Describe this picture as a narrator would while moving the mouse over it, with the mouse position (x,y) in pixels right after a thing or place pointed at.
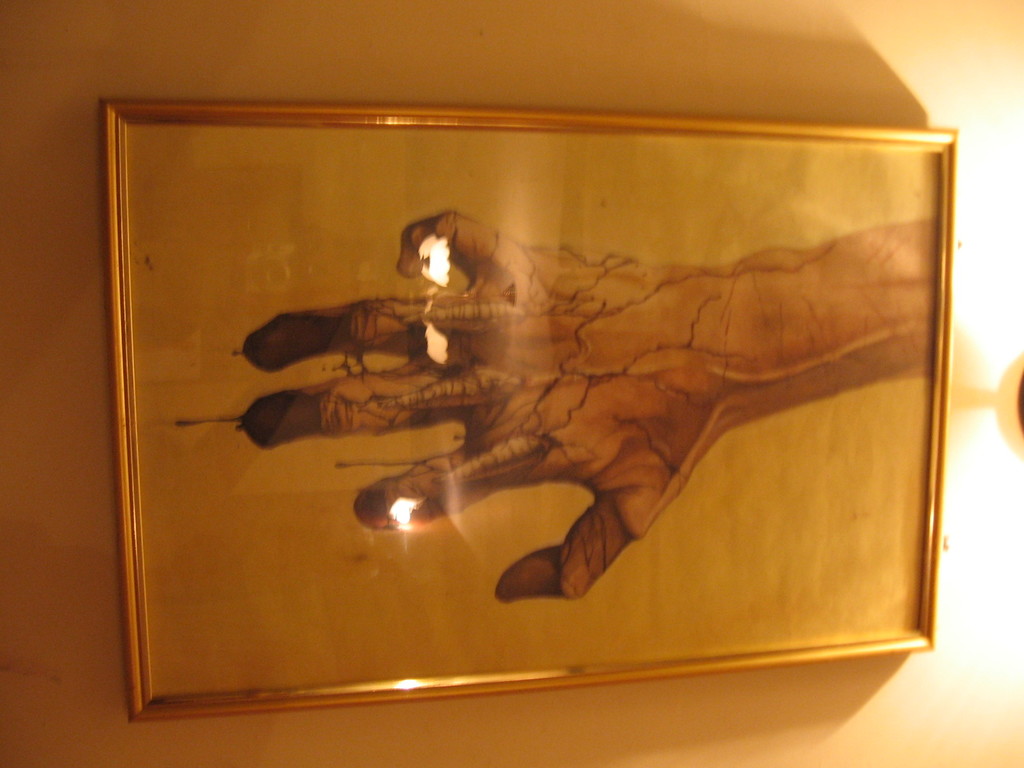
In this picture we can see a frame (307,464) on the wall (1013,286). There is a hand (319,433) and the reflections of a few objects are visible on this frame (582,440).
